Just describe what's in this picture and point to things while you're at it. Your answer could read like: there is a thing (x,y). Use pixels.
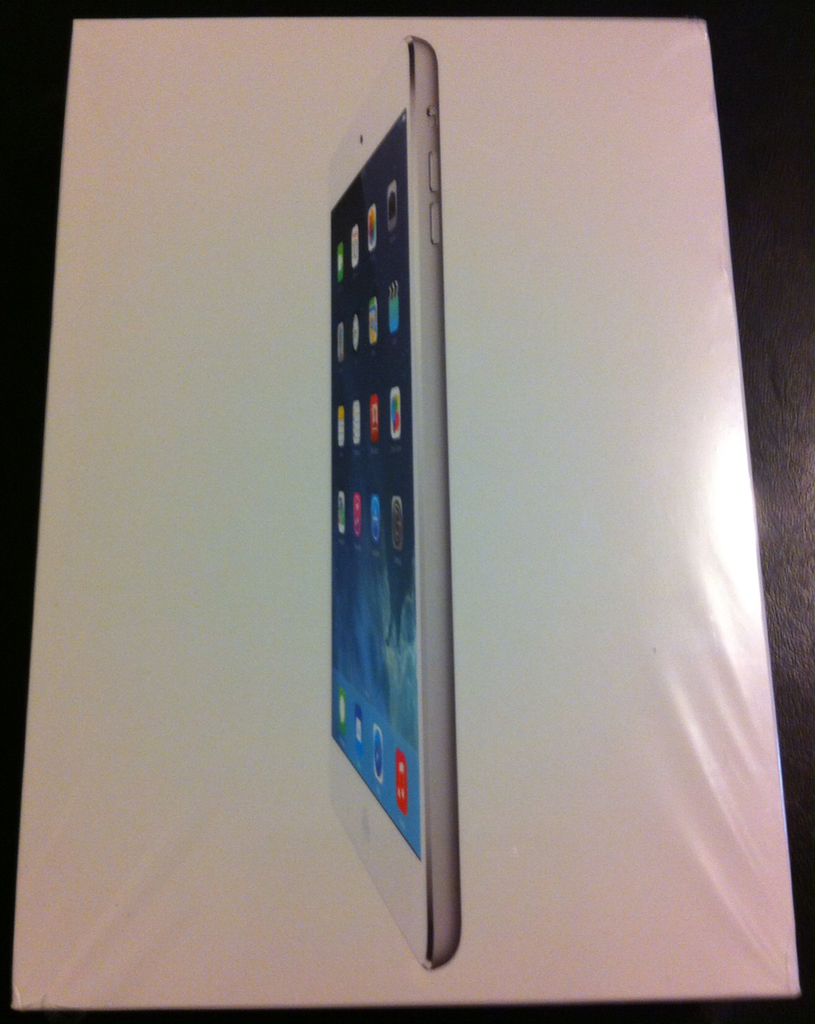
In the image we can see a box (479,169), on the box (271,768) we can see a tablet (371,121).
